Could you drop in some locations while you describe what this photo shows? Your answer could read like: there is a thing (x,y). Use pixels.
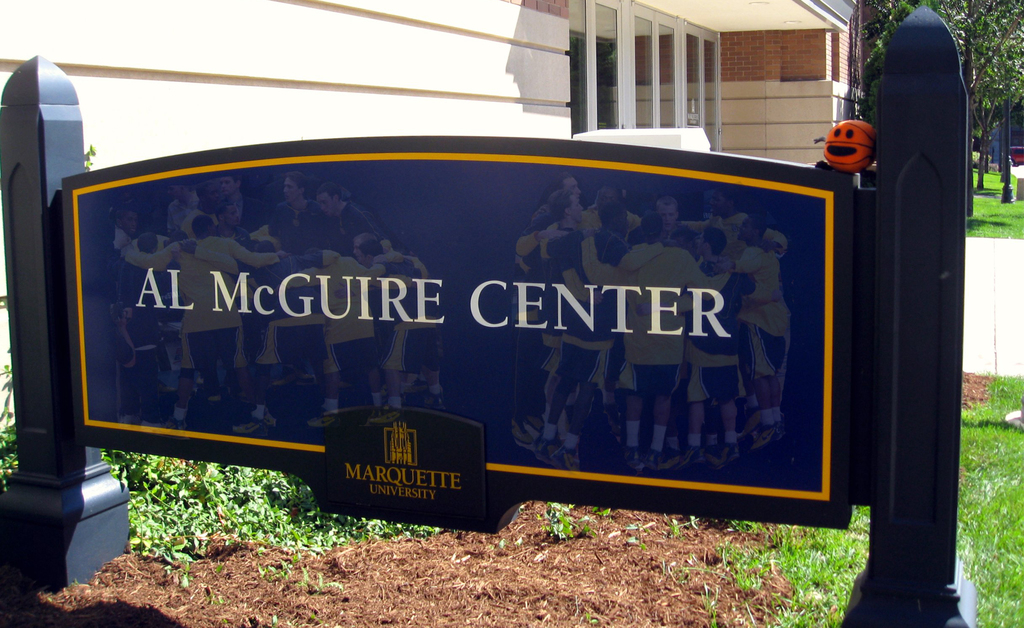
In this picture we can see a board (343,288) in the front (424,303), there is some text (494,324) on the board (432,332), at the bottom (856,546) there is grass (833,560), we can see a house (818,122) in the middle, in the background (985,32) there are some trees (985,32) and grass (1006,209).
